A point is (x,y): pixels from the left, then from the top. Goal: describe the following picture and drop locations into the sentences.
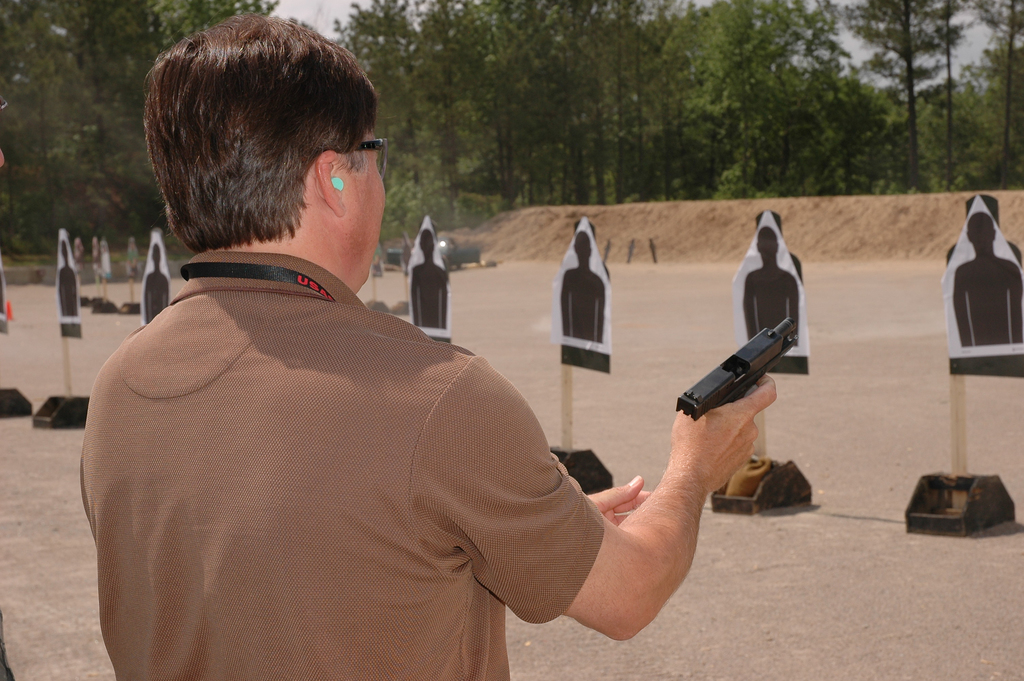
In this image, we can see a person (753,442) holding some object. We can see the ground (889,366) with some objects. We can also see some gun shooting boards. We can see some trees (400,72) and the sky (333,22).
